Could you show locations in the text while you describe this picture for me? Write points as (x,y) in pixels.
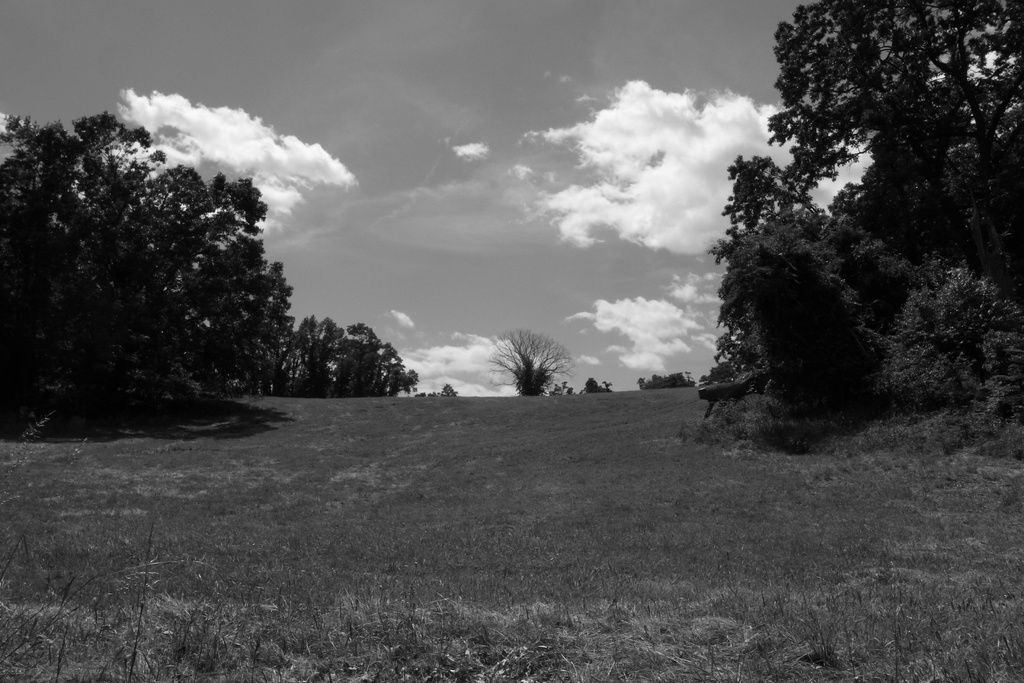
In this image I can see an open grass ground (519,438) in the center (564,454) and in the background (341,320) I can see number of trees (141,387), clouds (621,125) and the sky (501,73). I can also see this image is black and white in color.
